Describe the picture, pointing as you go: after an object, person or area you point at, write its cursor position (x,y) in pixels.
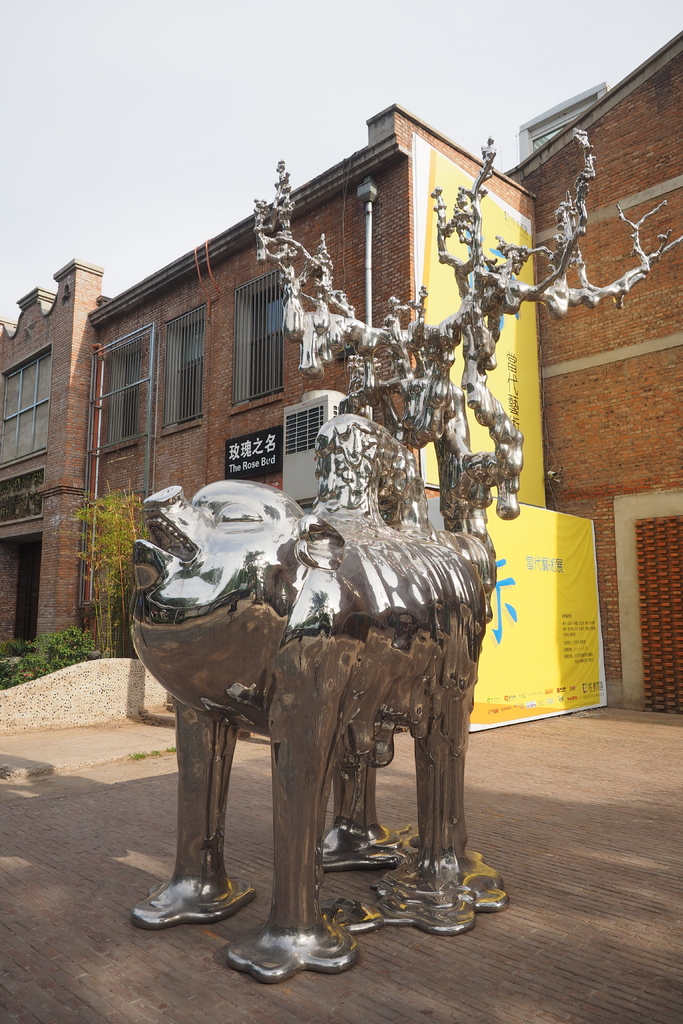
In this image in the middle (291,666) there is a metal statue (368,476). In the background (665,412) there are buildings (273,362), plants (32,643). The sky (215,55) is clear.
